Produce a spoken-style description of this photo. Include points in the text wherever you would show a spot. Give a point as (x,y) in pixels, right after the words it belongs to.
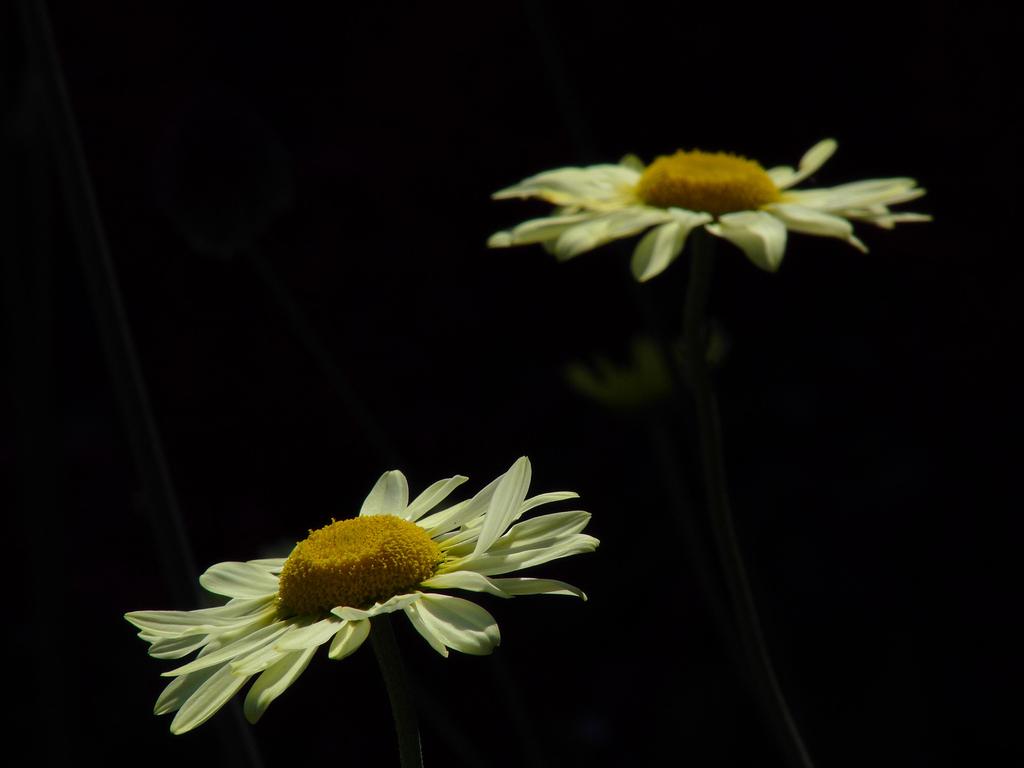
There are white color daisies (468,547).
